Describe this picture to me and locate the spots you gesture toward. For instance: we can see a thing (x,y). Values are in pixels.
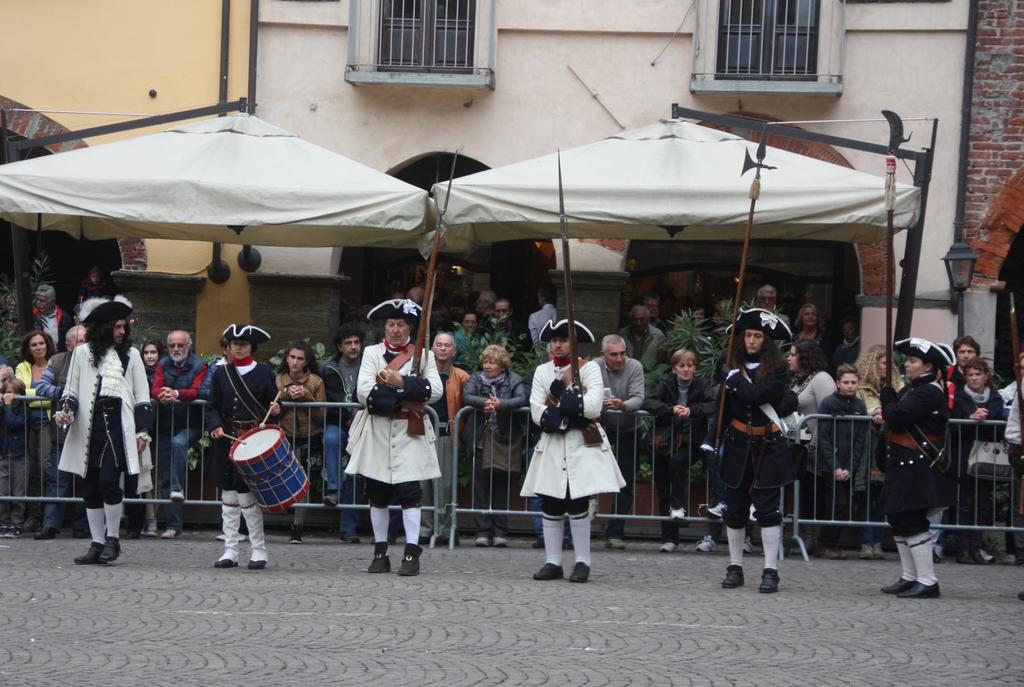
In this image I can see number of people (411,366) are standing. I can see in the front (120,553) few people (90,304) are holding weapons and on the left side of this image (228,415) I can see one person (241,418) is holding drum sticks (236,439) and carrying a drum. In the background (284,238) I can see white clothes (269,211), few buildings (385,63), windows (385,63) and few plants (724,345). On the right side of this image (964,259) I can see a light (966,273).
